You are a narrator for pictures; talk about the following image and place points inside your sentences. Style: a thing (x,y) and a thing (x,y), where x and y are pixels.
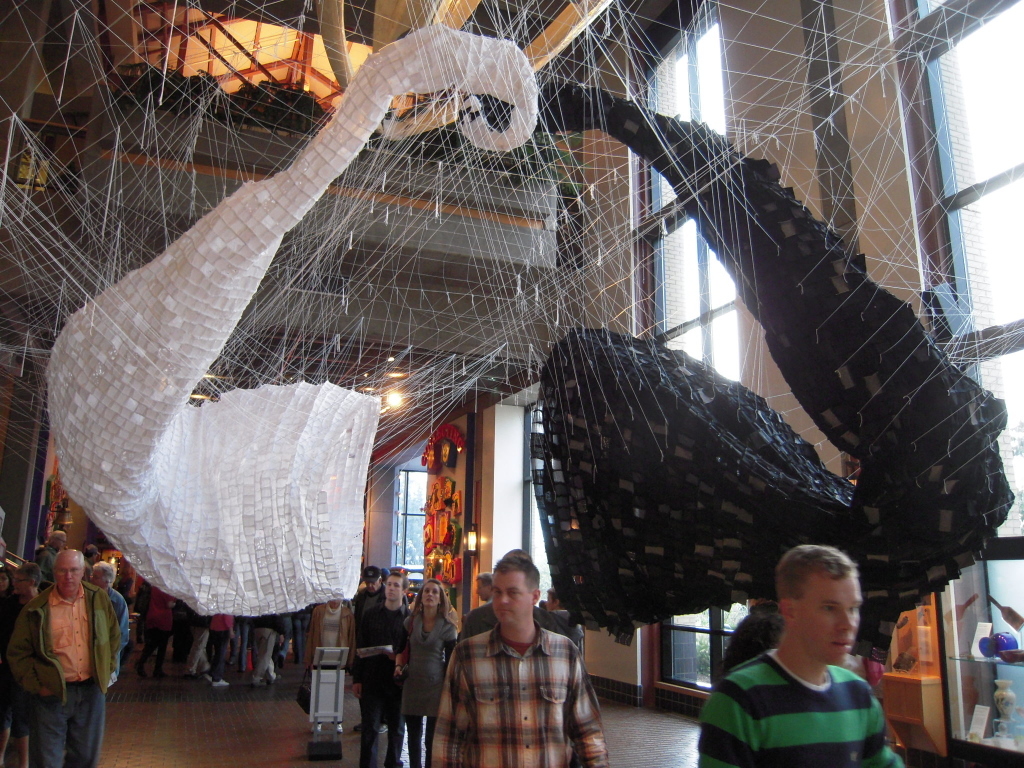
In this image, we can see some people (501,714) walking and there are some windows (1020,224).
